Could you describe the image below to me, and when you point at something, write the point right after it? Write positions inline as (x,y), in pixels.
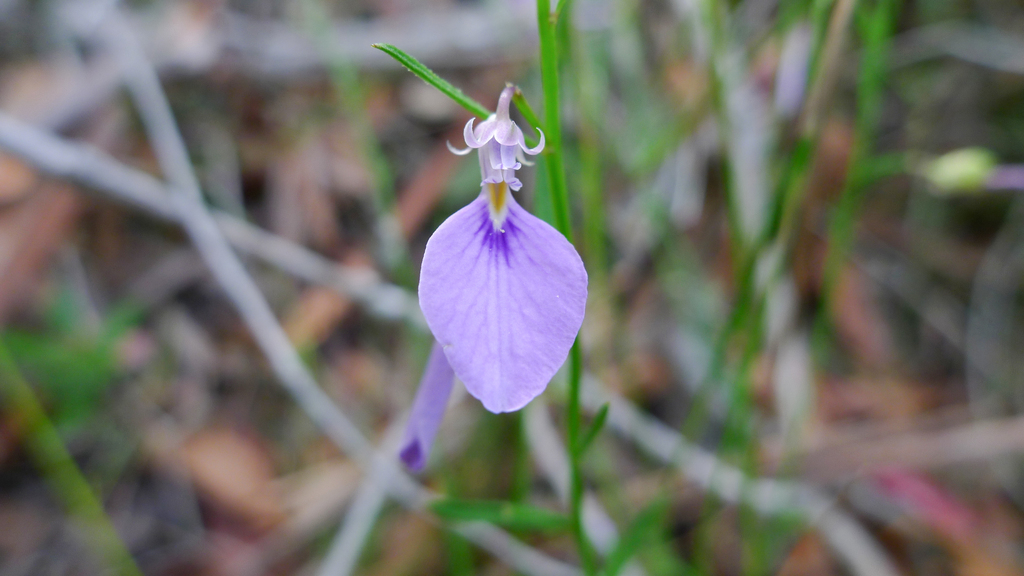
In this image, we can see plants (491,299) and there is a flower (504,251) which is in purple color.
